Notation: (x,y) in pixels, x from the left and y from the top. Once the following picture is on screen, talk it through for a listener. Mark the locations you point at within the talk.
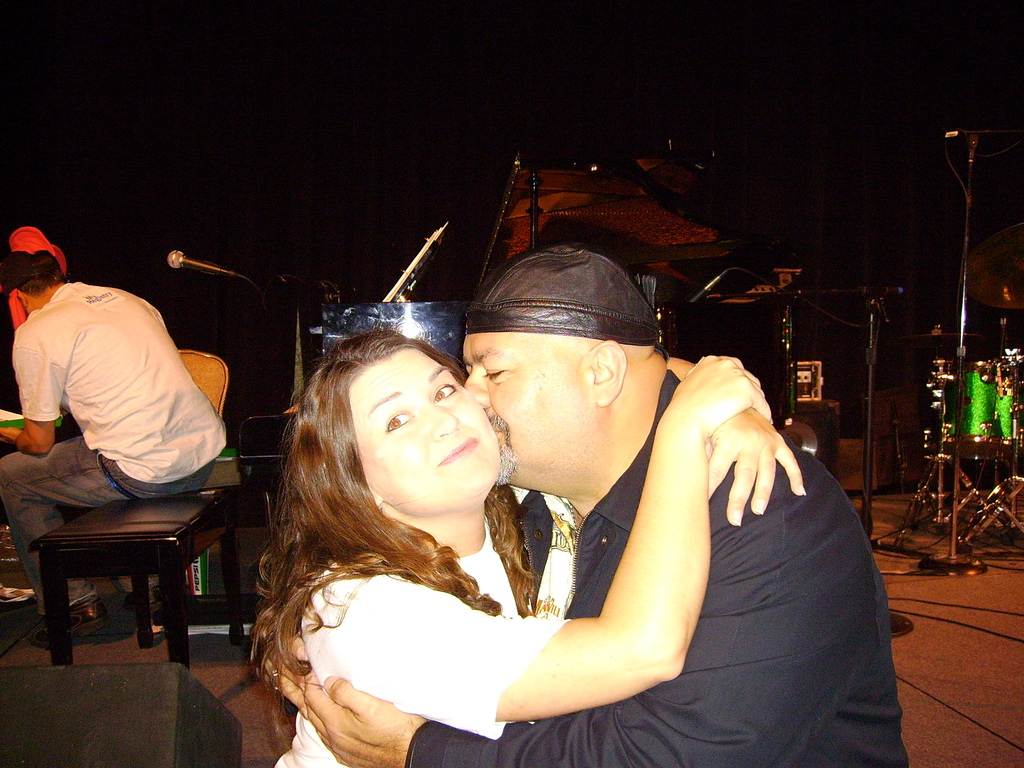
In this picture we can see a woman (345,477) she is smiling she is wearing a white color t-shirt (395,625), she is holding a person (647,400) and he is kissing, and here is the person (172,346) sitting on a chair (156,507), and here is the microphone (956,136) and stand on the floor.
